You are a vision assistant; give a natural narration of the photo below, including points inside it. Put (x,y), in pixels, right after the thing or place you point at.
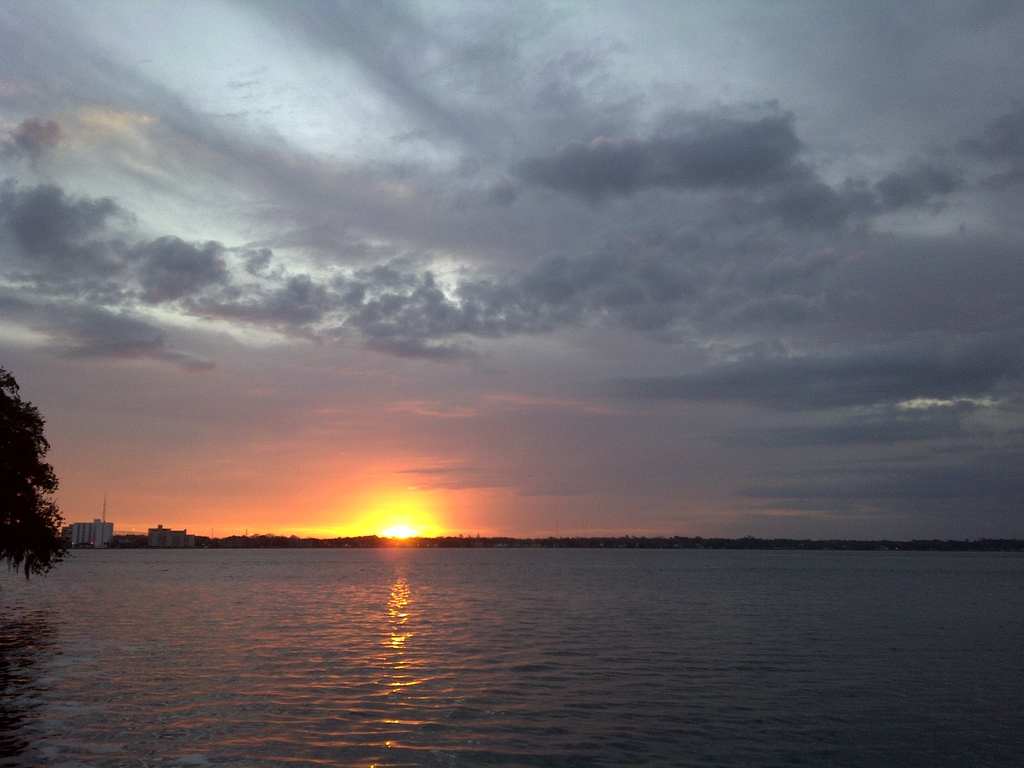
In this image we can see a large water body (373,612), a tree (42,557), some buildings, the sun (389,535) and the sky (448,324) which looks cloudy.
